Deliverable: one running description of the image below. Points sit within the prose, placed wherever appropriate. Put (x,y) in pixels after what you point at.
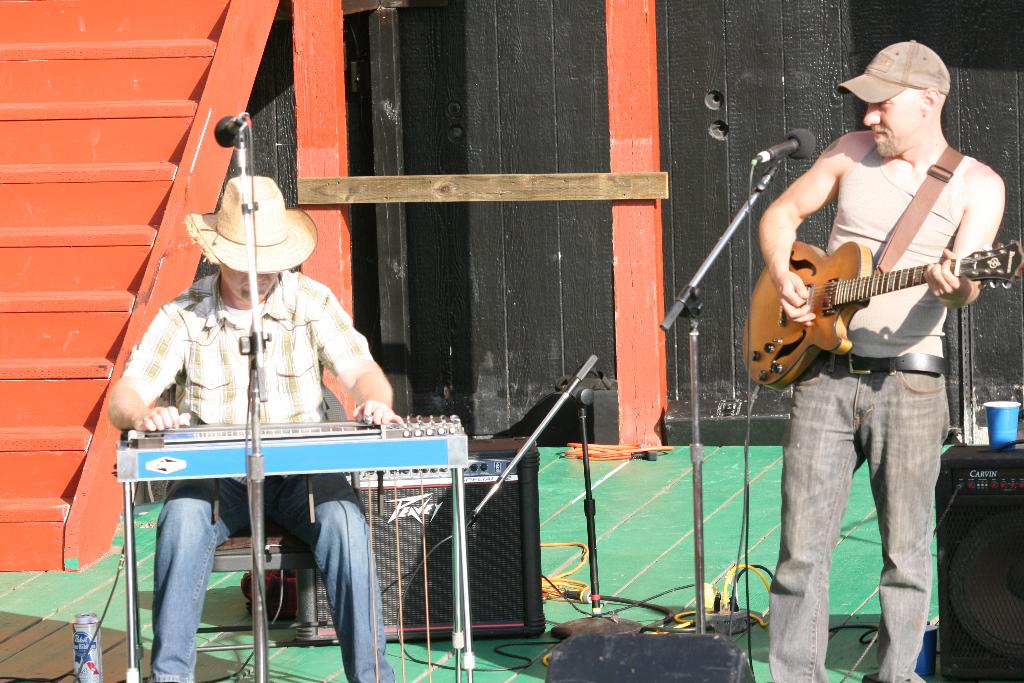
There are two musicians (285,341) in this image. The person (893,378) at the right side (891,368) is standing and holding guitar (818,305) in his hand (803,305), there is a mic (800,136) in front of him. In the center (580,406) there is a stand (587,491). At the left side (287,409) the man (275,393) is sitting on the chair (296,549) and is playing on the musical instrument (302,443), there is a mic (226,134) and stand (257,519) in front of him. In the Background (520,106) there is a wooden partition (296,141) and wall (750,95) black colour. At the right side (982,545) there is a speaker (986,523) and a glass (998,431) on the speaker (991,452).
